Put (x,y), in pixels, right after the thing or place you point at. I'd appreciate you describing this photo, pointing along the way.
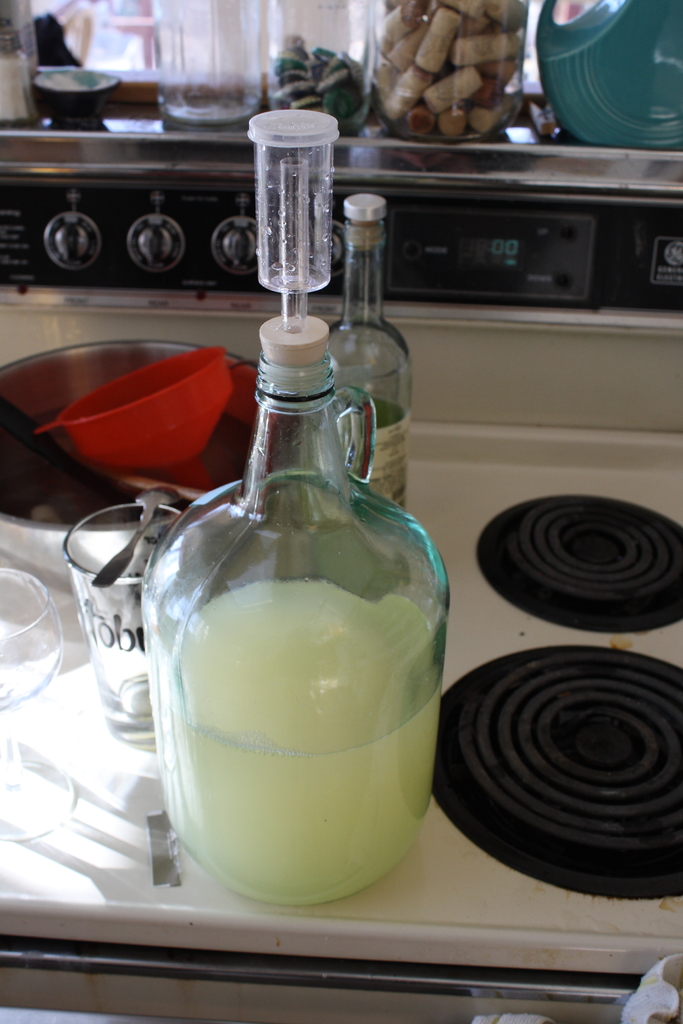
In this image I see 2 bottles (165,617), 2 glasses (113,672) and a spoon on it and In the background (68,276) I see the stove (655,326) and few jars (24,60).
